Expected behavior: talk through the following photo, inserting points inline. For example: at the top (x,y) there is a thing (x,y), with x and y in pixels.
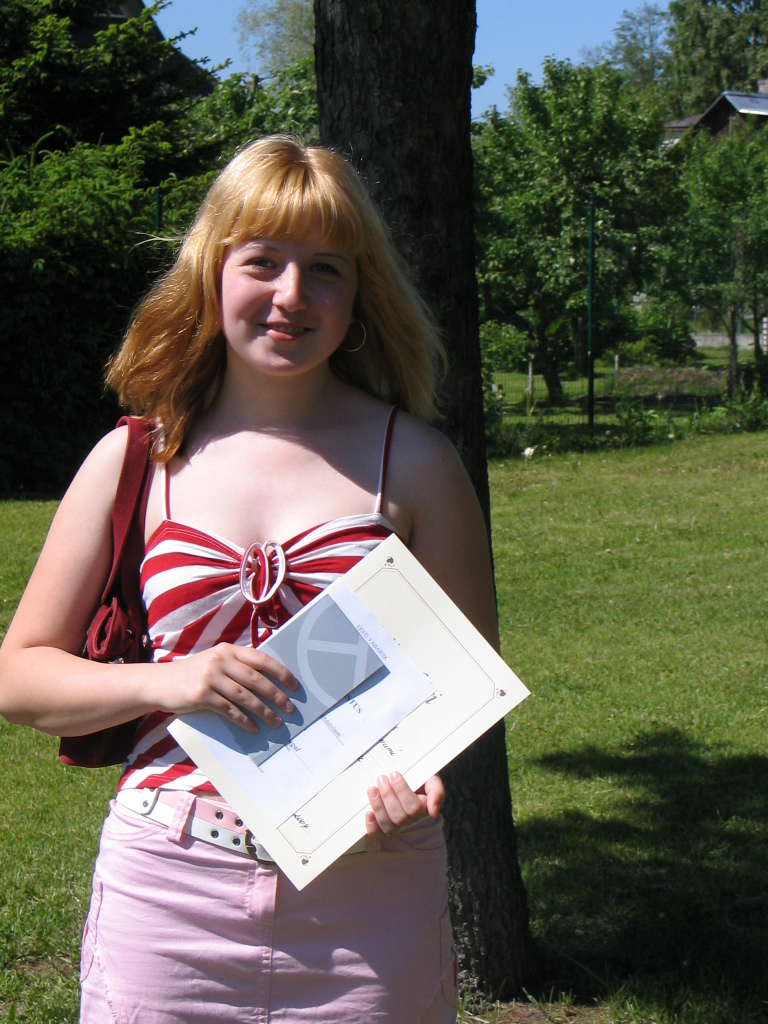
In the image there is a woman (273,478) in golden hair (273,183) and red vest (273,618) standing in front of tree (390,55) holding book (388,690) on the grassland (610,714), in the back (627,212) there are trees (524,80).
